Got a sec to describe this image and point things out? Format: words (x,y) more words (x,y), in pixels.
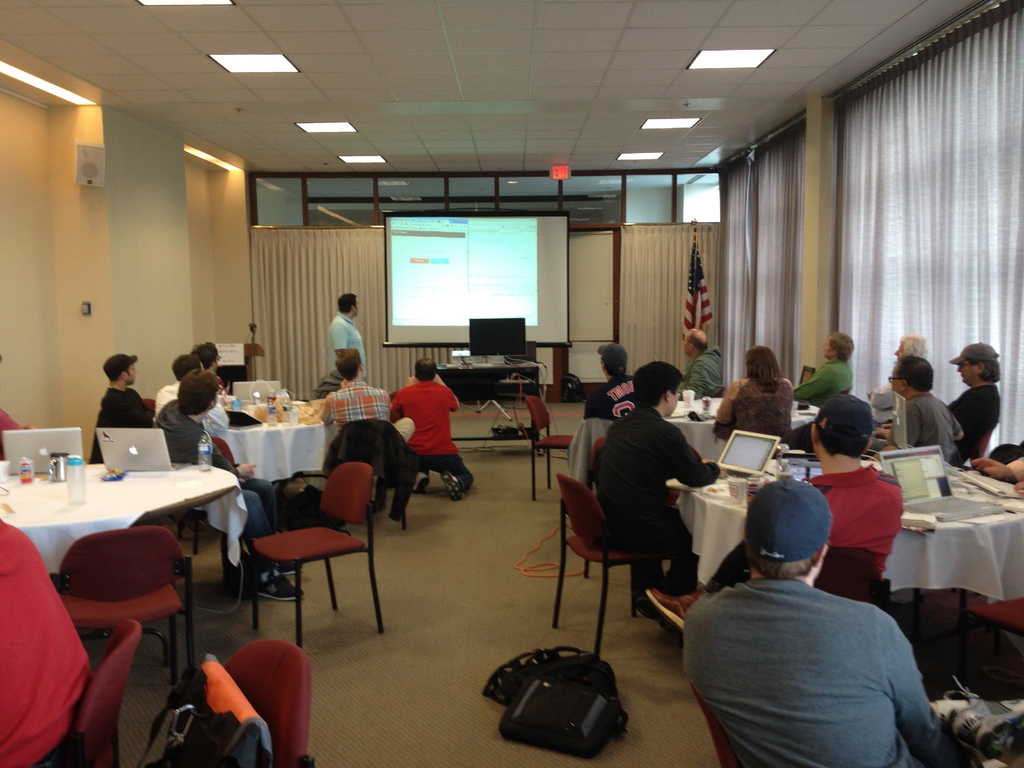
This image is clicked in a meeting room (478,290), on the right side (907,176) there is curtain (943,182) on the top (747,57) there are lights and in the middle (477,309) there is a screen (487,301) and system (515,344) there are so many tablets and laptops (158,435) on the tables (121,491), there are so many chairs (579,472). so many people (963,437) are sitting around tables (728,543), there are so many bags (532,680), one person (352,306) is standing and all the other are sitting.
